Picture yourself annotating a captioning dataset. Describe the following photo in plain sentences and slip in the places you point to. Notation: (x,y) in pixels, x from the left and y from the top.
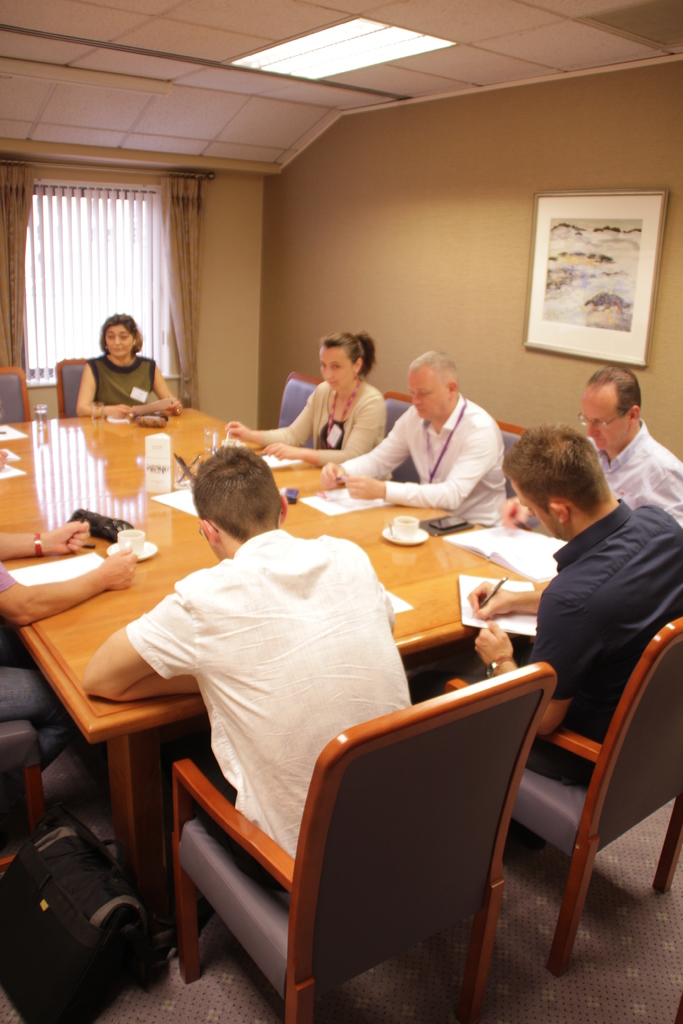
In the image we can see group of persons (513,607) were sitting on the chair (424,742) around the table (148,583). On table (143,569), there is a cup (128,544), torch light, mug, papers (183,507), saucer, pen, book (456,538), phone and glass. On the left corner (90,868) there is a backpack (76,908). In the background (302,163) we can see curtain (6,172), light (328,68), wall (431,225) and photo frame (556,353).
